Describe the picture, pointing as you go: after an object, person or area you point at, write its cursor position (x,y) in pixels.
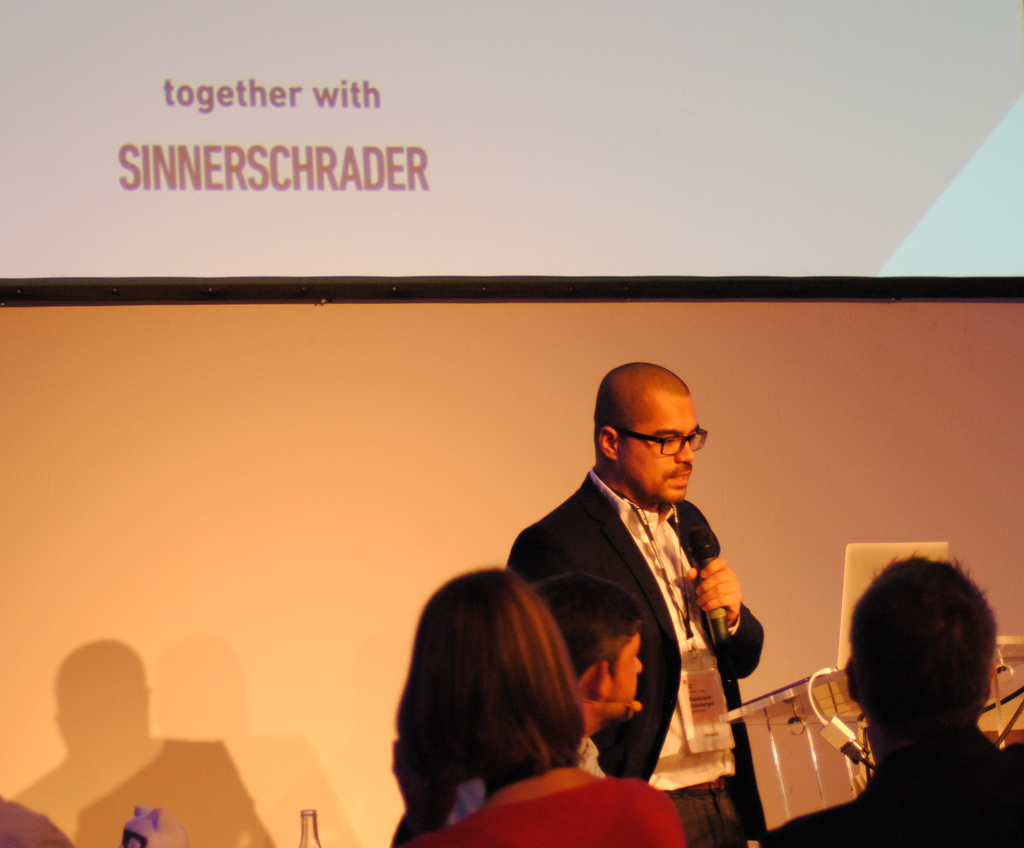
In this image we can see a person (660,677) is standing by holding mic (704,559) and he is wearing black coat (616,563) with white shirt (677,587) and ID (701,657) is there in his neck (664,507). In front of him laptop (845,589) is there on podium (814,729). Beside him one man (611,723) is sitting. Background of the image (698,103) screen (442,132) is there and to the right bottom of the image (869,781) one man (900,780) and woman (540,815) is sitting.
